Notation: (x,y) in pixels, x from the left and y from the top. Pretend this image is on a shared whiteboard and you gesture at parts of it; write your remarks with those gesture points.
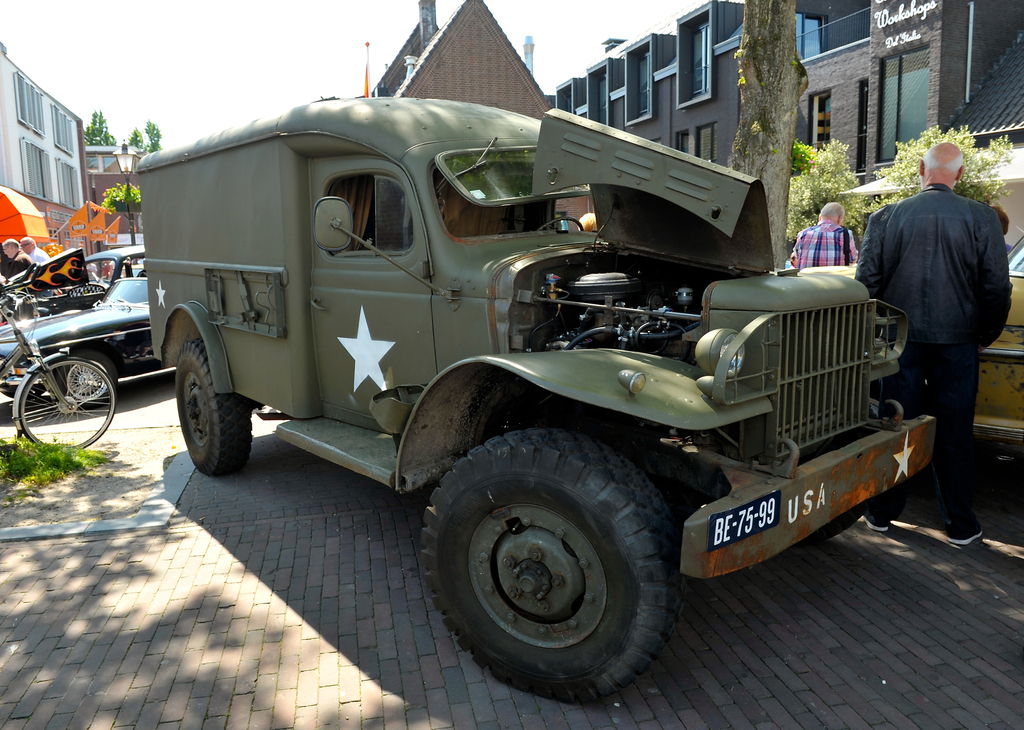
In this image there are some vehicles (434,333) and some persons (924,266), in the background (66,176) there are some trees (110,144) buildings (62,198) pole (130,171) and light (129,174). On the left side (38,360) there is one cycle (49,414), and at the bottom (278,539) there is a walkway (377,686).
